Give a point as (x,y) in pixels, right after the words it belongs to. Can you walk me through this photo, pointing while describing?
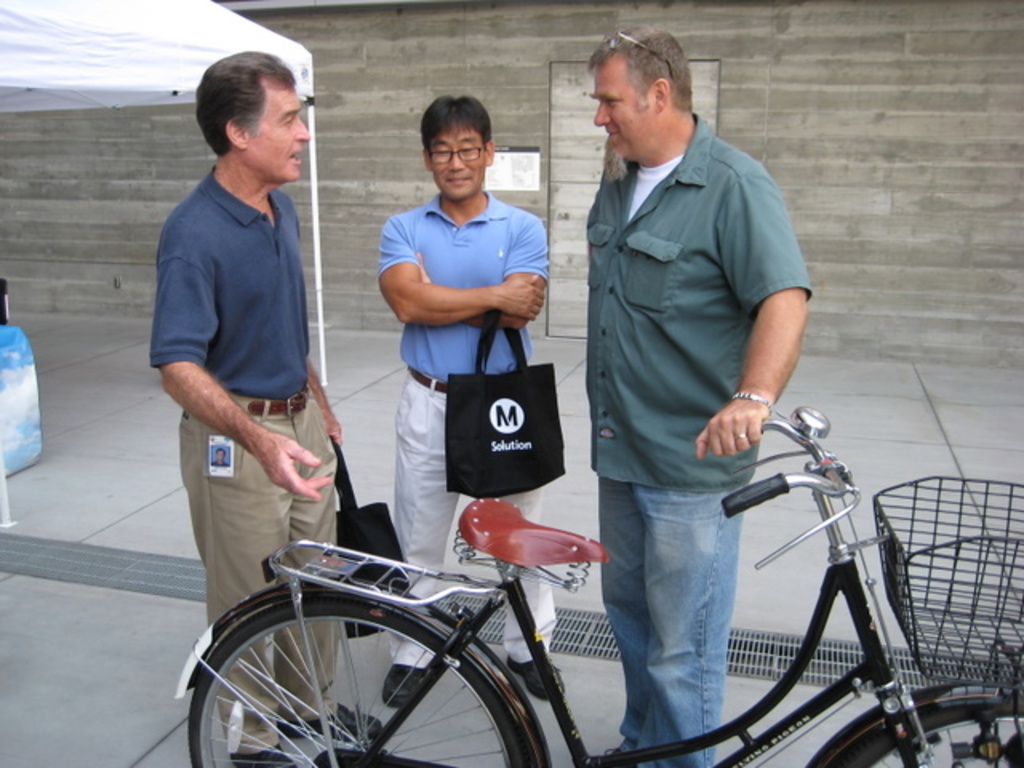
In this picture we can see two persons (234,370) holding bags (382,509) in their hands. We can see an identity card (229,460) on a person (219,482) standing on the left side (229,467). There is a bicycle (934,732) visible on the path (115,542). We can see a tent (8,100) and a few objects (21,406) on the left side (23,437). There is a poster (509,183) visible on a wall (763,138) in the background (491,183).
